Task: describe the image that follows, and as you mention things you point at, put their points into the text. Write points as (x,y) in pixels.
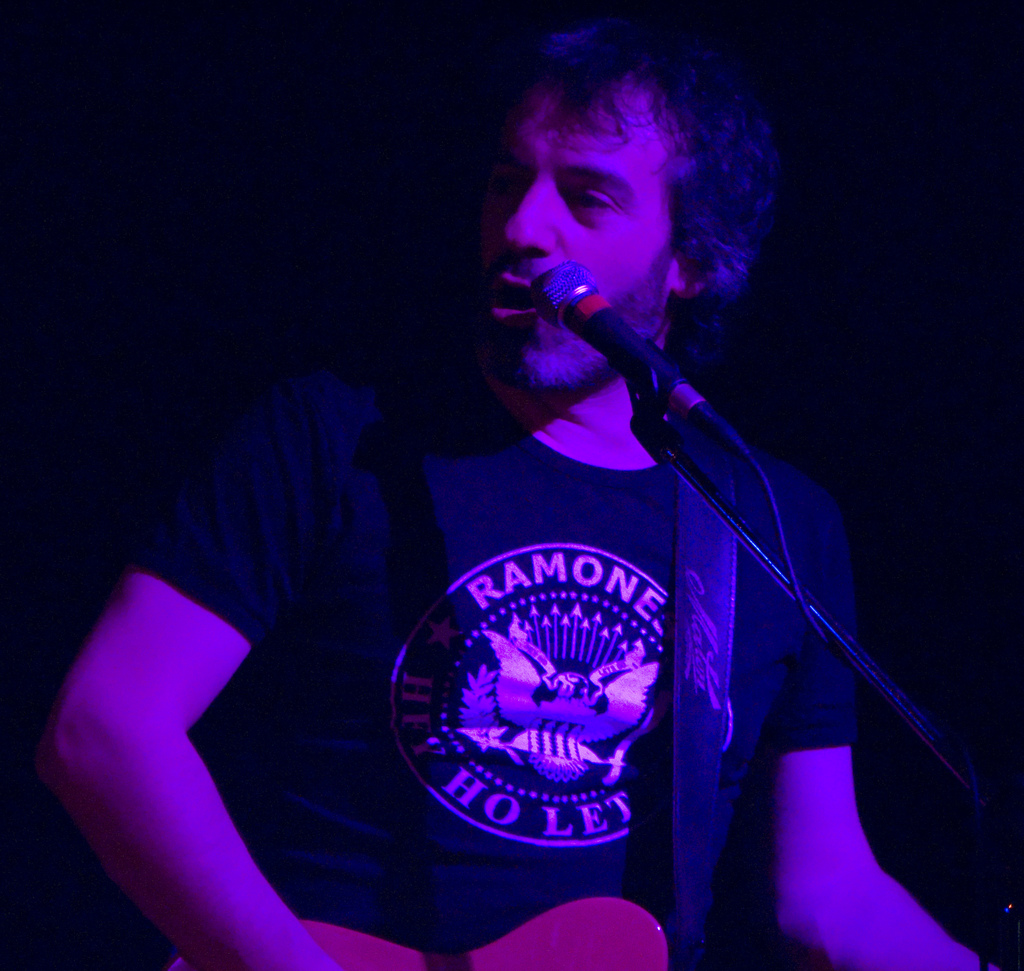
In this image we can see a man (589,549). He is wearing t-shirt (318,748) and holding guitar (554,946) in his hand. In front of the man (608,284), mic (594,331) is there. We can see dark in the background of the image (949,651).
